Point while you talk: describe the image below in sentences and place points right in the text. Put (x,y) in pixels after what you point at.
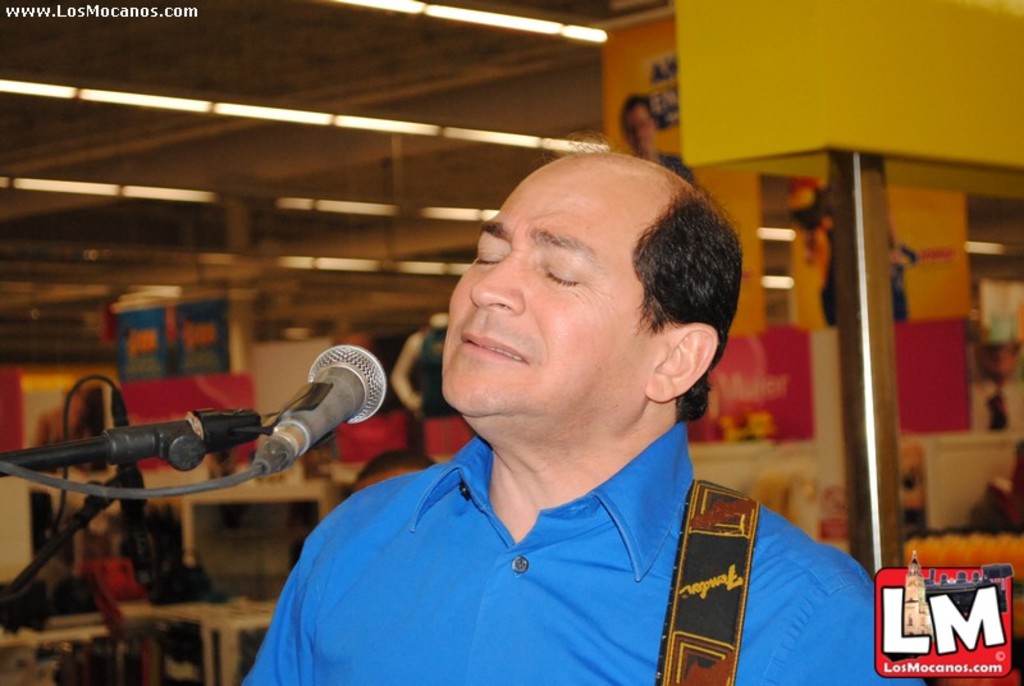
This image is taken indoors. At the top of the image (184,51) there is a roof (224,50) and there are a few lights (522,18). In the background (924,377) there are a few walls (924,377) and there are a few objects (995,508) and devices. There are two boards (157,331) with text (143,343) on them. On the left side of the image (336,358) there is a mic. At the right bottom of the image (928,608) there is a watermark (940,602) on this image. In the middle of the image (549,369) there is a man (576,574).
